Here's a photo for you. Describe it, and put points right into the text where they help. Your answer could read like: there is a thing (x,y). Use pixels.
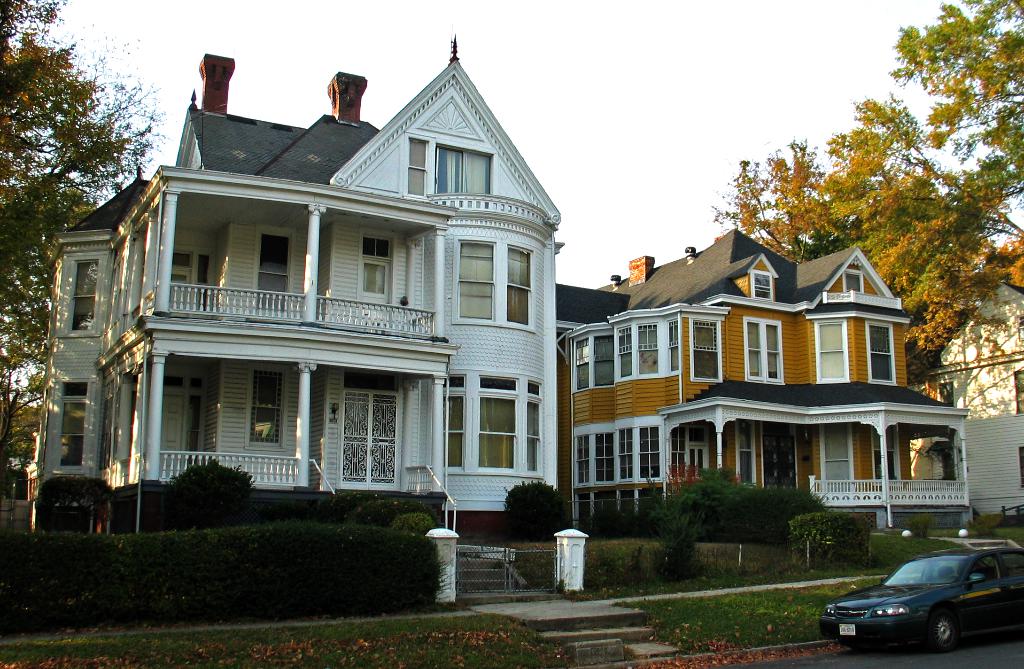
In this image I can see in the right hand side (897,596) bottom, there is a car (960,609). In the middle (611,366) there are bushes (602,513) and buildings (618,350), there are trees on either side of this image. At the top (678,50) there is the sky (686,62).
